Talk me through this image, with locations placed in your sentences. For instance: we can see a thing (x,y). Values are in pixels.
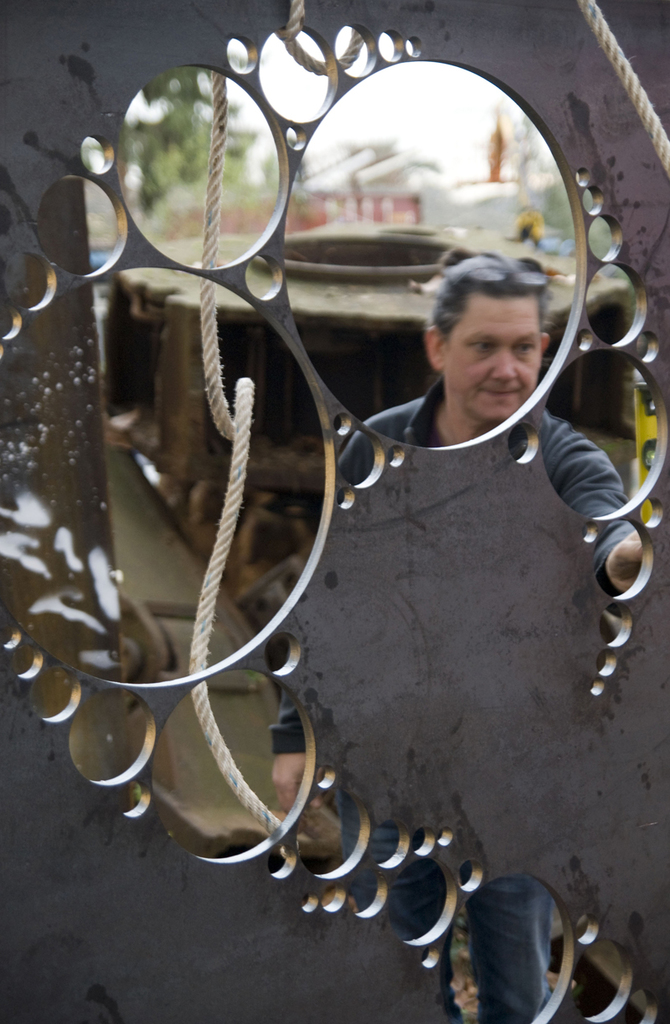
In this picture there is a man (509,943) standing behind the metal object (275,121) and there is a rope (605,51). At the back (146,472) there are objects (113,437) and there are trees (235,179) and there might be a vehicle (130,500). At the top (245,92) there is sky (357,70).
